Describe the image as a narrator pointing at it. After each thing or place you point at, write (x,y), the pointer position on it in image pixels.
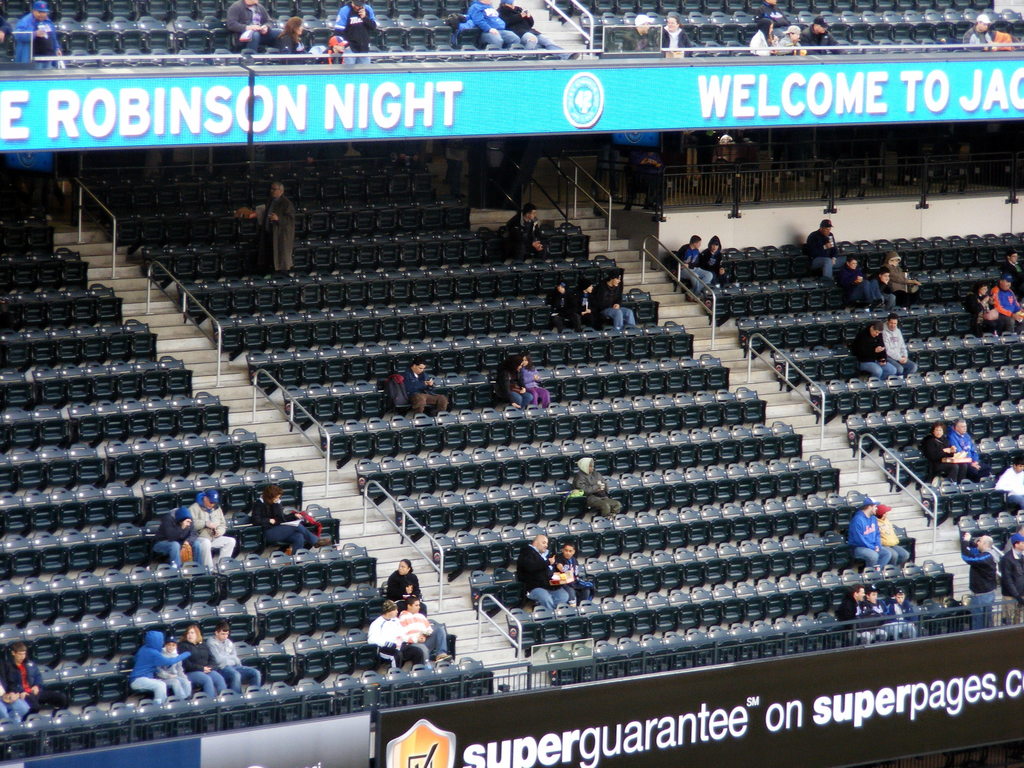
In this picture I can observe a stadium (531,313). There are some people (186,516) sitting in the seats (519,522). I can observe men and women (889,525) in this picture. Most of the seats (428,326) are empty.
